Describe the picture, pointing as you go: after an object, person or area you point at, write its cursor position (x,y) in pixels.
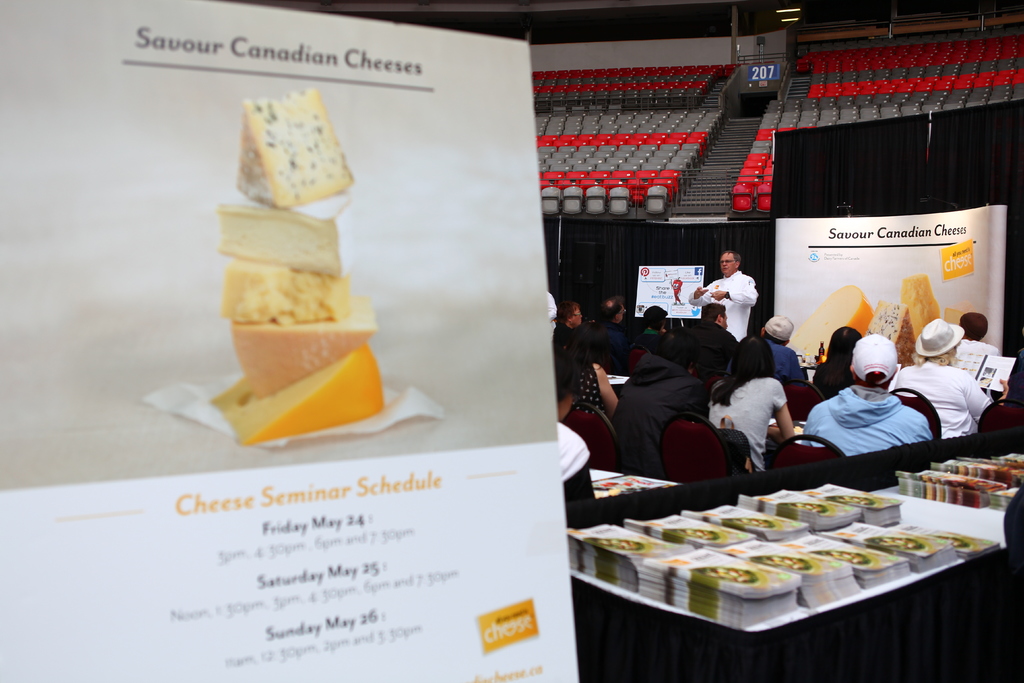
In this picture we can observe some books (775,529) placed on the table (901,494). On the left side (317,362) there is a poster (288,238). On the poster (241,303) we can observe some food (282,202) printed. There are some people (710,369) sitting in the chairs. In the background (603,148) there are some chairs (624,96).
